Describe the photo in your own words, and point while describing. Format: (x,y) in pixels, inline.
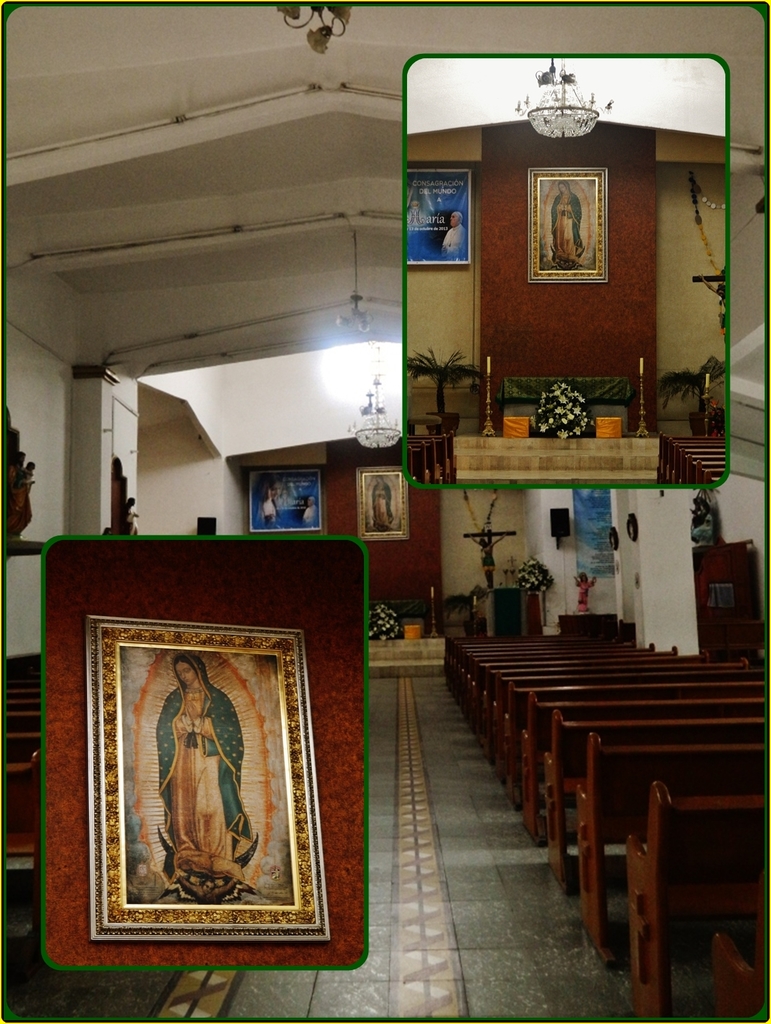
This is an edited image and this image is taken from inside the church (321,733). In the foreground of the image (111,739) there are two photos (506,219) and there are benches (644,808) arranged to the left (15,851) and right side of the image (656,818), there are a few frames (207,645) hanging on the wall (651,490) and there is a flower pot (383,604), there is a statue of Jesus Christ (486,552). At the top of the image (291,203) there is a ceiling (252,209) with lights (357,305) and there is a chandelier (377,384).
